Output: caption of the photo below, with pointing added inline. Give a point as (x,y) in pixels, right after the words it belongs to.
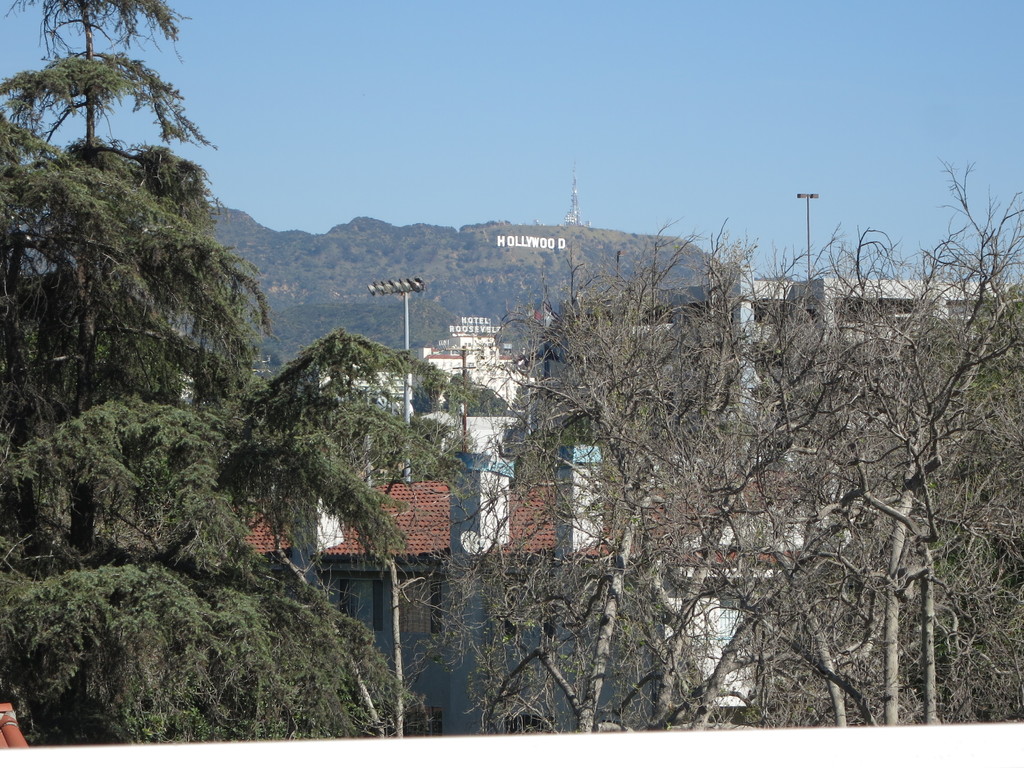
In this image I see number of trees (682,395) and I see number of buildings (560,390) and I see 2 poles (382,282) and I see something is written over here and I see the clear sky (546,94).
